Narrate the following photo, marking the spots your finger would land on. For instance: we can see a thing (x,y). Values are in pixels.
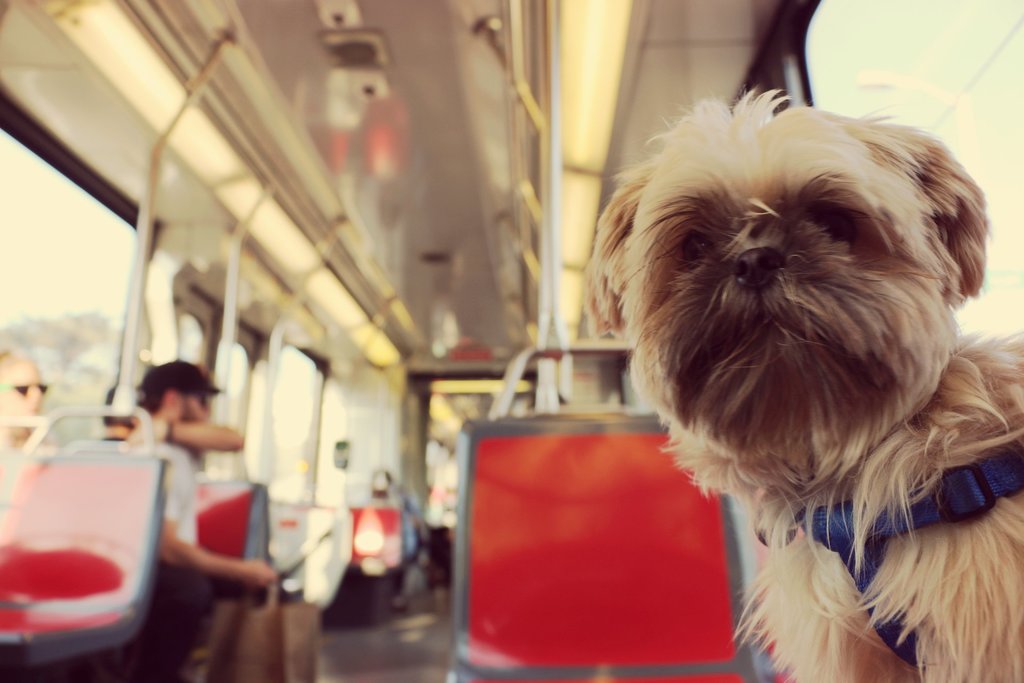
In this picture we can see a dog (947,434) and a belt (813,517) is visible on this dog (836,501) on the right side (955,528). There are a few people (15,434) visible on the seats (608,580). We can see a few rods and lights (157,82) on top of a vehicle (427,242). This is an inside view of a vehicle (280,538). It looks like this is a blur image.
